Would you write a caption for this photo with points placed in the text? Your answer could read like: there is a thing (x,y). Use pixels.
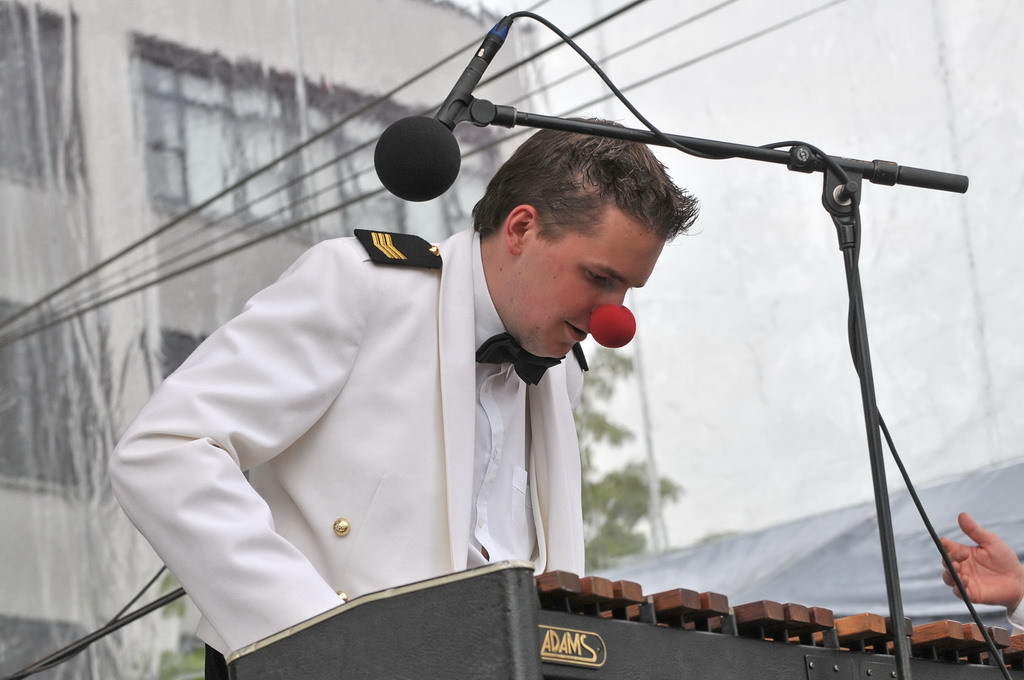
This image is taken outdoors. At the bottom of the image (605,631) there is a xylophone (576,618) with a mic (470,102). In the middle of the image (556,233) a man (383,240) is standing and he has worn a joker nose (602,332) on his nose (613,298). On the right side of the image (975,573) there is a person (1003,595). In the background (916,351) there is a building (195,295) and there are a few wires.
